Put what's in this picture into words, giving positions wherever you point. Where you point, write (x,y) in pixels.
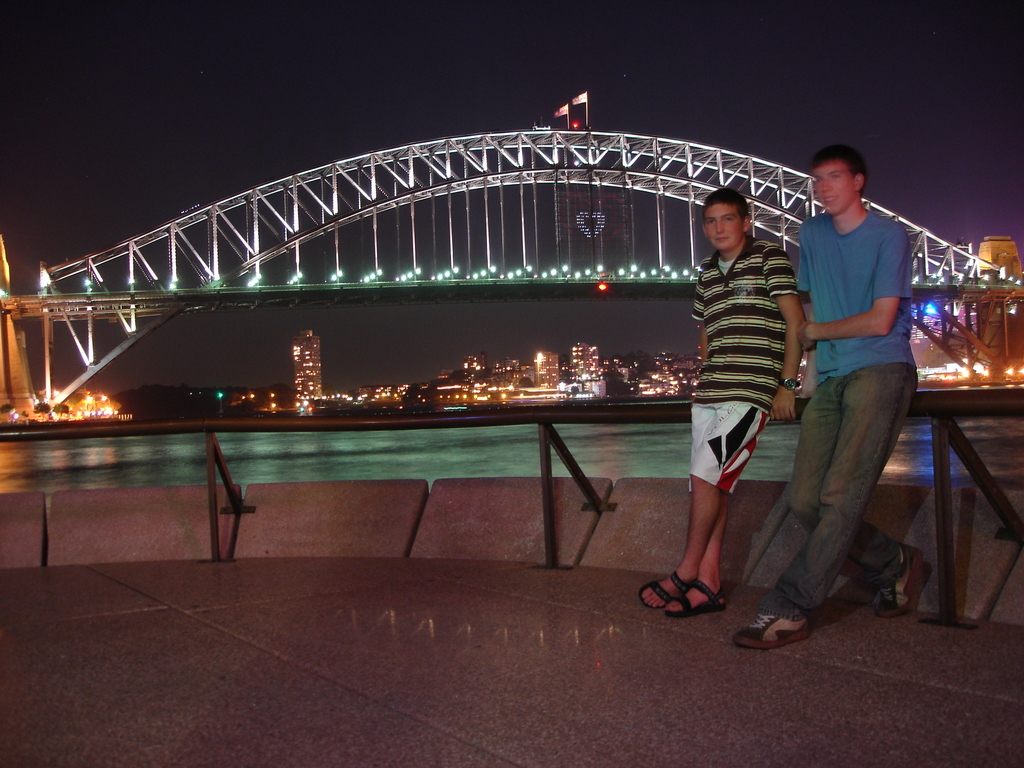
There are two men (751,423) standing. Here is the water (477,447). This is a bridge (187,302) with the lighting's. I can see two flags (585,98) hanging to the poles (587,125), which are at the top of a bridge (590,138). These are the buildings (687,362) with the lighting's (567,379). This looks like a pathway (424,609). These are the poles (332,424).
